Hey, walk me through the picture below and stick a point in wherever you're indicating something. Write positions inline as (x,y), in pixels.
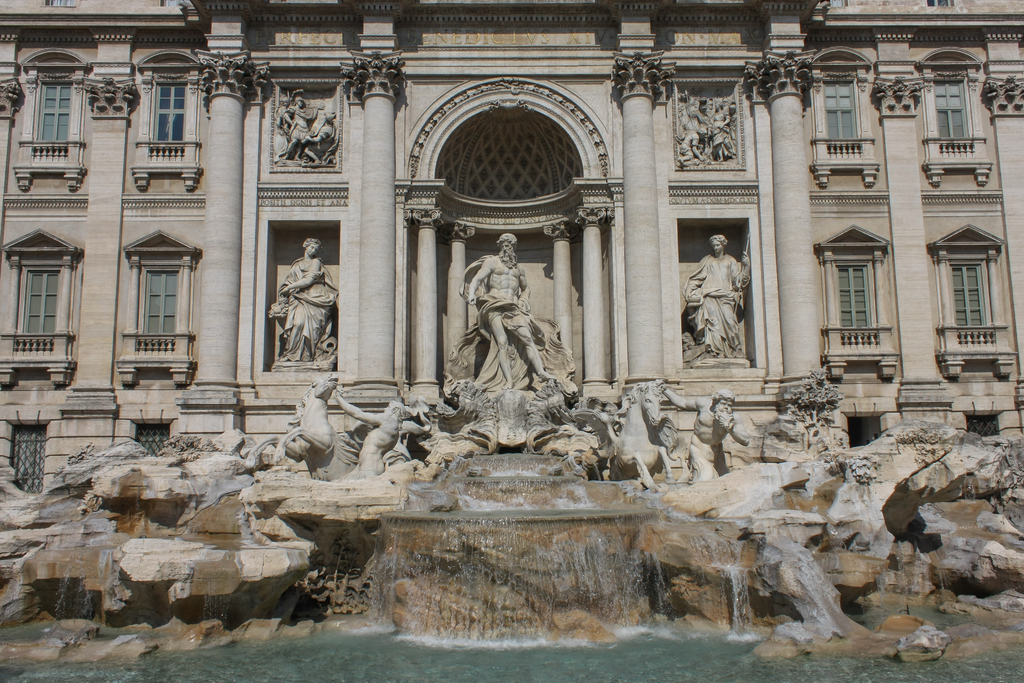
In this picture there are sculptures (570,360) in front of a building (995,338) and there is waterfall (482,576) in the center of the image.
